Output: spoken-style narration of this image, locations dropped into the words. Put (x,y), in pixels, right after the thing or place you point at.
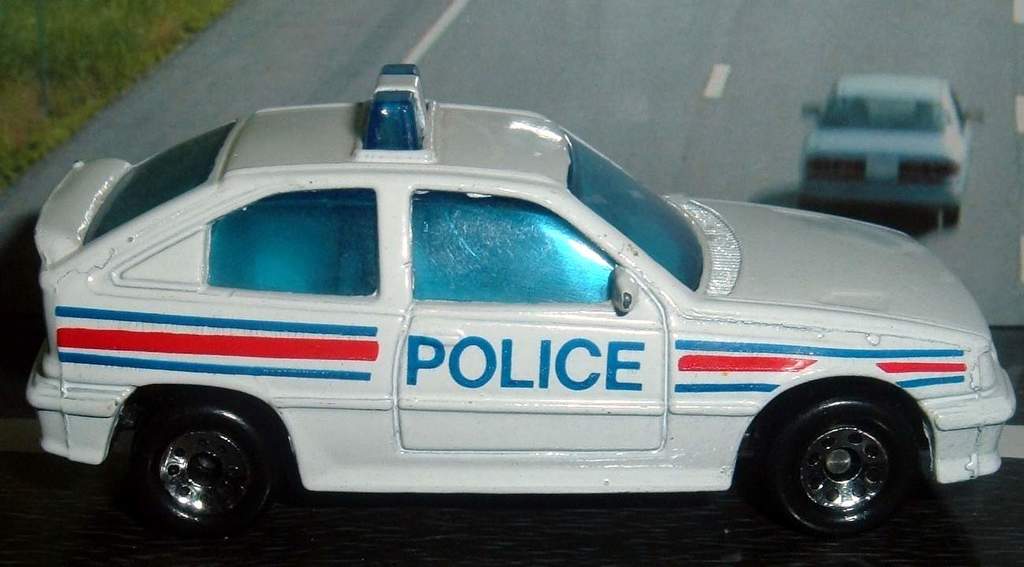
In this picture there is a white color police car toy (348,296). Behind there is a road poster (755,104).
